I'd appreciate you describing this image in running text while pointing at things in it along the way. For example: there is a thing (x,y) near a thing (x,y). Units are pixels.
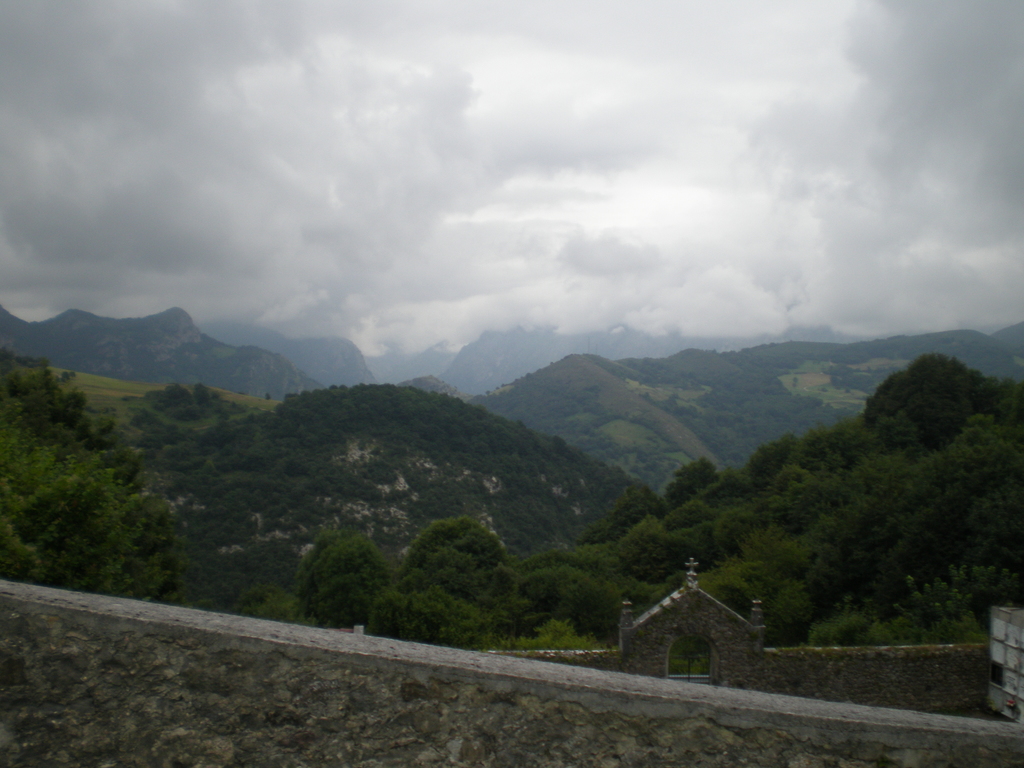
This image is taken outdoors. At the top of the image (224,155) there is a sky (535,185) with clouds (819,196). In the background (318,427) there are a few hills (660,448) with many trees (826,468) and plants (535,448). At the bottom of the image (529,671) there is a wall (624,677).
